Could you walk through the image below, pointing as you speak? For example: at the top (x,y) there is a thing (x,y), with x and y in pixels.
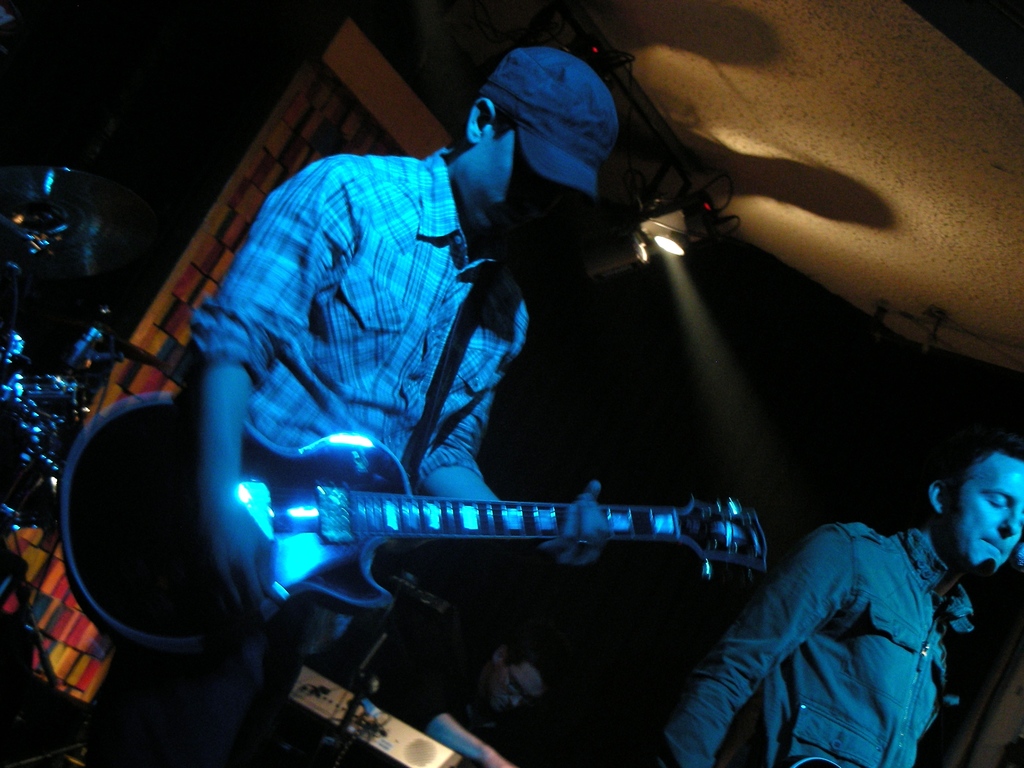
In a picture there are three people (971,523) and coming to the left corner of the picture (294,417) one person (353,426) is standing and holding a guitar (432,518) and wearing a cap (557,157) and shirt (334,280) and in the right corner of the picture (872,688) one person (940,665) is standing and behind them one person (500,711) is sitting and beside him there are drums (134,239) and wall (291,118) and lights (669,236) upon them and the background (831,432) is dark.
